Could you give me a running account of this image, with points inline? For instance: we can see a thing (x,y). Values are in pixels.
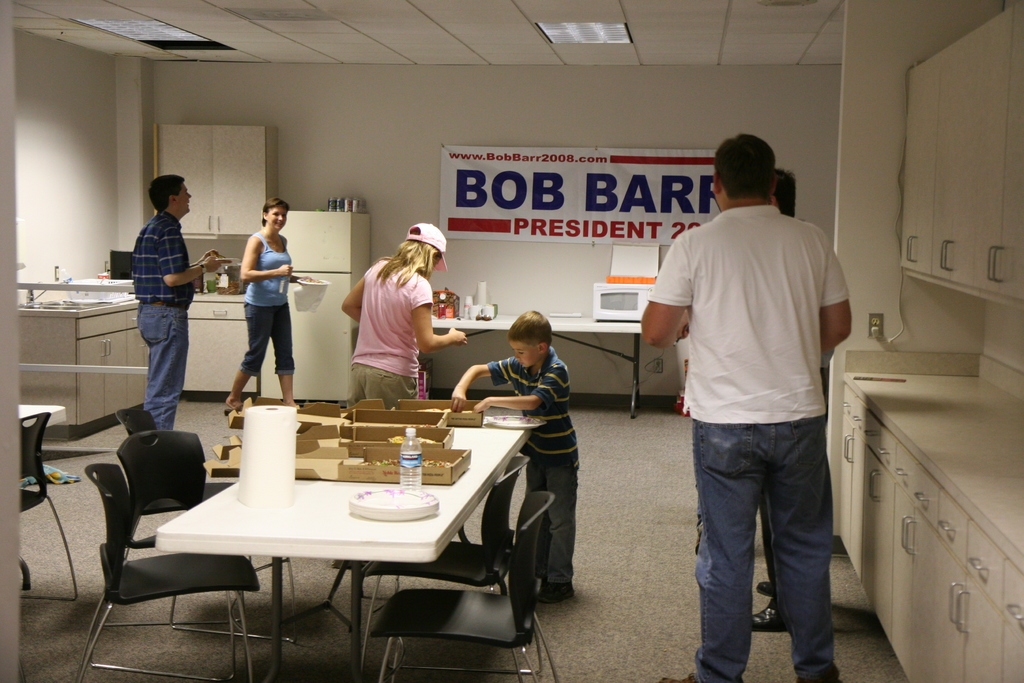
In this image I can see few people (152,192) are standing and here I can see one of them is wearing a cap (440,264). I can also see few chairs (157,482), tables (263,536) and on this table (390,528) I can see few boxes (387,447), a bottle (404,464) and few plates (393,502). In the background (478,305) I can see one more table (632,371) and few more glasses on it. I can also see a banner (631,158) on this wall (403,166).
